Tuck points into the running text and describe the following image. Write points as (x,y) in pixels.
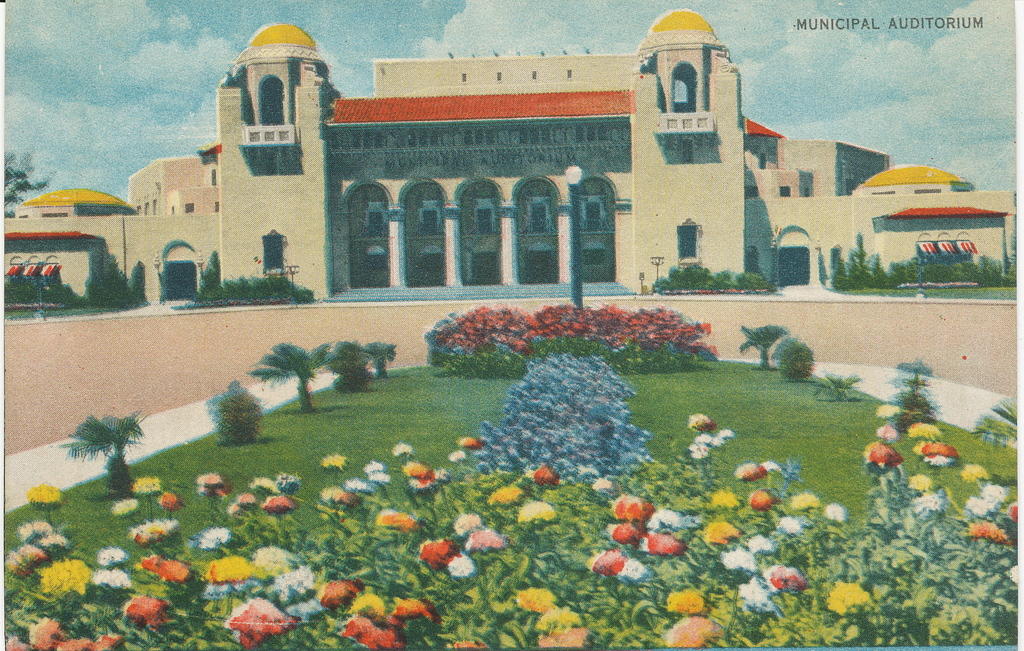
In this picture there is a poster (562,205). In the centre of the poster (317,215) I can see the buildings (590,221). At the bottom (545,579) I can see the flowers (118,557) on the plants (553,505), beside that I can see the grass (751,425). At the top (557,25) I can see the sky (524,8) and clouds (490,25). In the top right corner (804,19) there is a watermark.
